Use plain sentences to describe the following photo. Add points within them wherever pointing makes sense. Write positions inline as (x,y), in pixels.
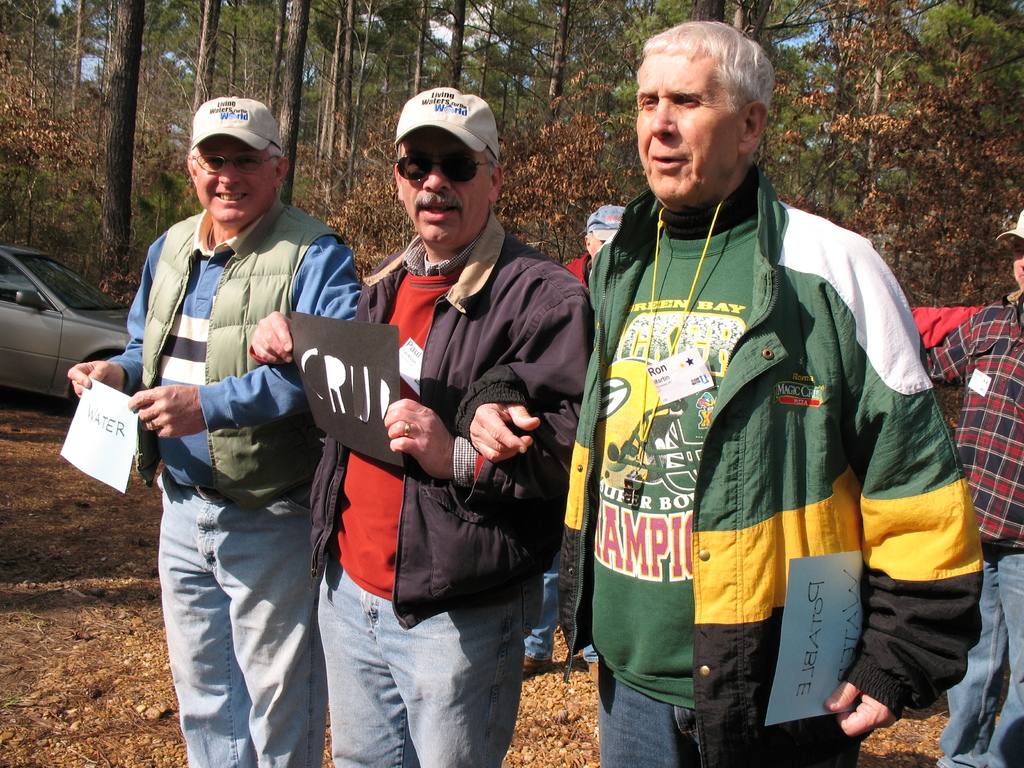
In this image in the center (500,403) there are three persons (619,406) who are standing and they are holding some papers (805,593) on the papers (824,599) there is some text (814,584) on the right side (980,343) and in the background (597,251) there are two more persons (976,359) on the left side (65,324) there is one car (65,348) at the bottom (94,661) there is sand (536,684) and in the background (333,121) there are some trees (873,91).
